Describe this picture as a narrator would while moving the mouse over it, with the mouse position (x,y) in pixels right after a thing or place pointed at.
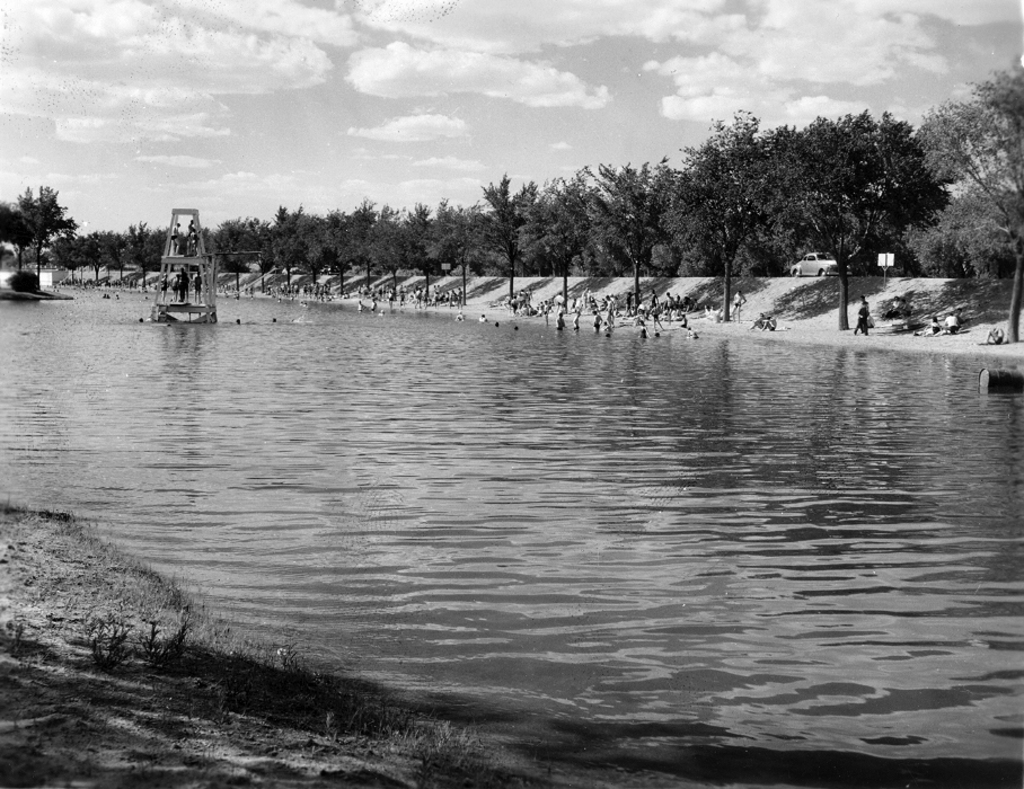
In this picture we can see water (483,543), objects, beside this water (444,496) we can see a group of people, name board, vehicle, trees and we can see sky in the background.
